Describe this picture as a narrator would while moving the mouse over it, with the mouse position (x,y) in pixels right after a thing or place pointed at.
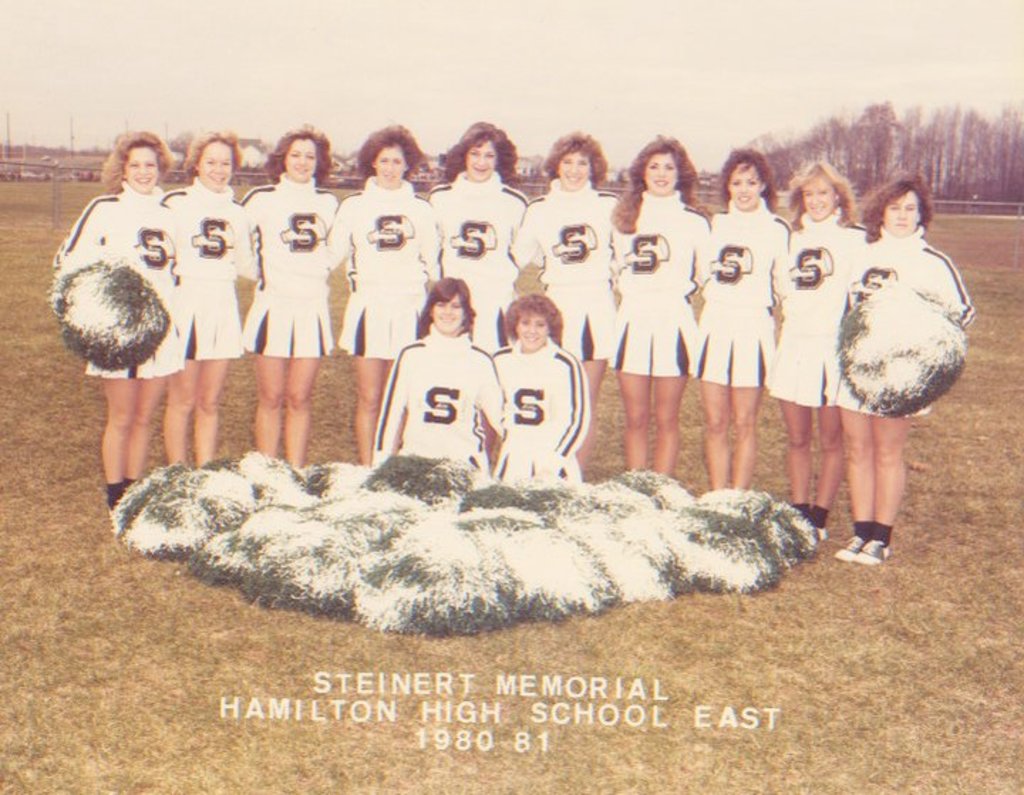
It looks like an edited image, we can see a group of women (121,217) standing and two people (443,381) are in the squat position. Behind the women (260,206) there are trees (893,159) and the sky (517,64). On the image it is written something.
